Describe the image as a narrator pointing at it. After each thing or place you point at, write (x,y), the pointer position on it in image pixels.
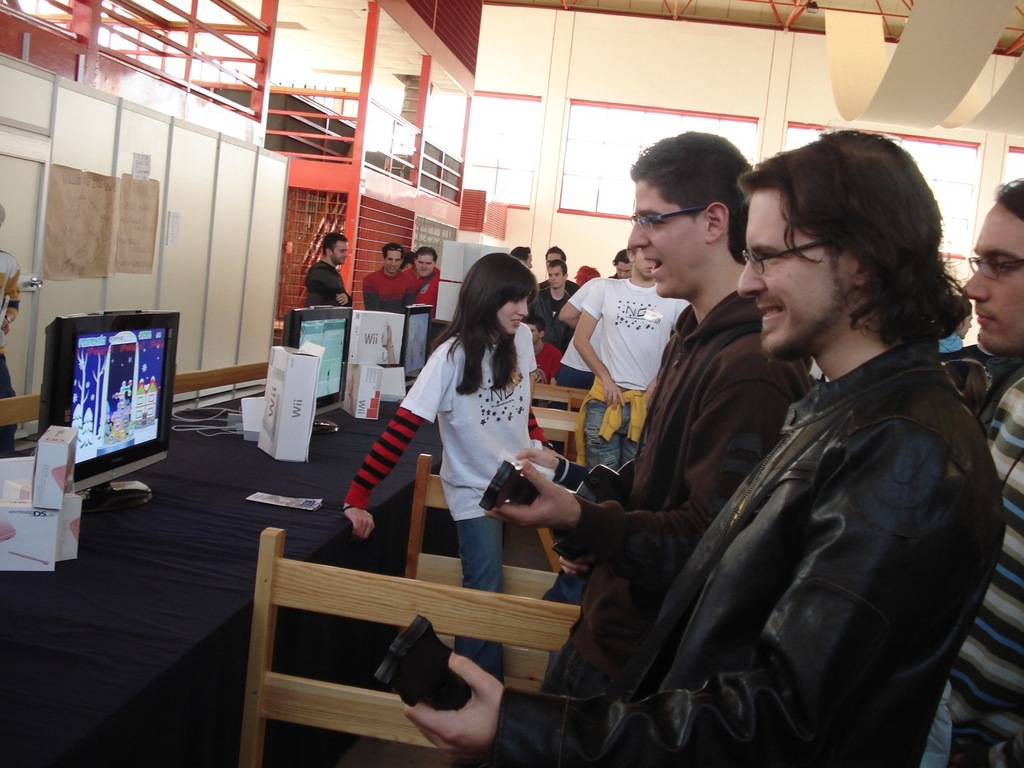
In this image I can see people (709,472) among them these men (671,530) are holding some objects (565,552) in hands (494,690). Here I can see a table (225,483). On the table (182,480) I can see monitors (137,413), boxes (77,505) and other objects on it. In the background (570,71) I can see a wall (394,198) and other objects (325,183).
